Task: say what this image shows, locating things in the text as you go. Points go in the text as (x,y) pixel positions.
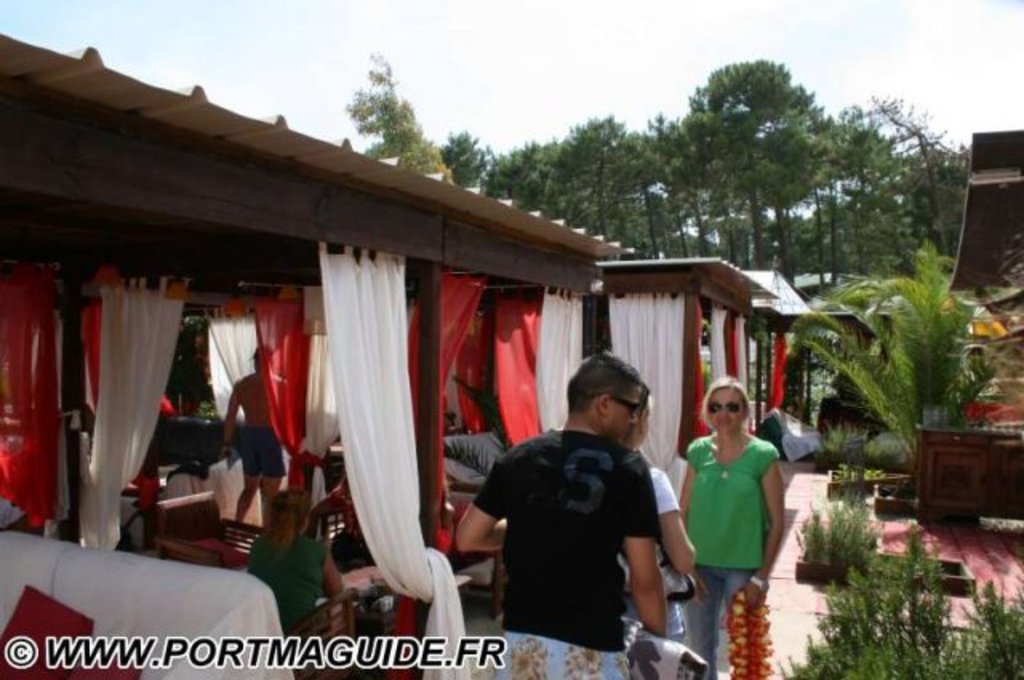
In this picture I can see few people (539,438), where one woman (293,516) is sitting and rest of them are standing. I can also see number of white and red color curtains (327,331) and I can see the furniture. On the right side of this picture (818,333) I can see the plants (948,303). In the background (791,154) I can see the sky (722,49) and the trees (472,163).
